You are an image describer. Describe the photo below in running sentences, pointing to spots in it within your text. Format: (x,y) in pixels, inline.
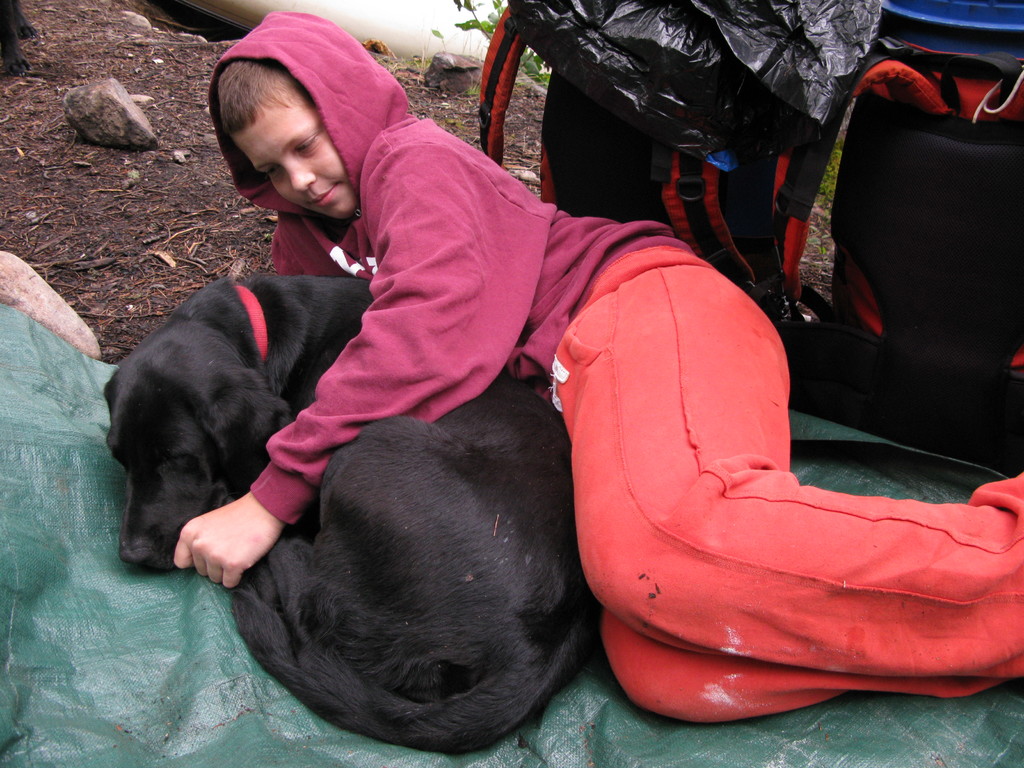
In the picture I can see a boy (698,259) and he is looking at a dog (362,306) which is beside to him. I can see the bags (859,64) on the right side (901,176). There are stones (20,279) on the top left side (105,121).
